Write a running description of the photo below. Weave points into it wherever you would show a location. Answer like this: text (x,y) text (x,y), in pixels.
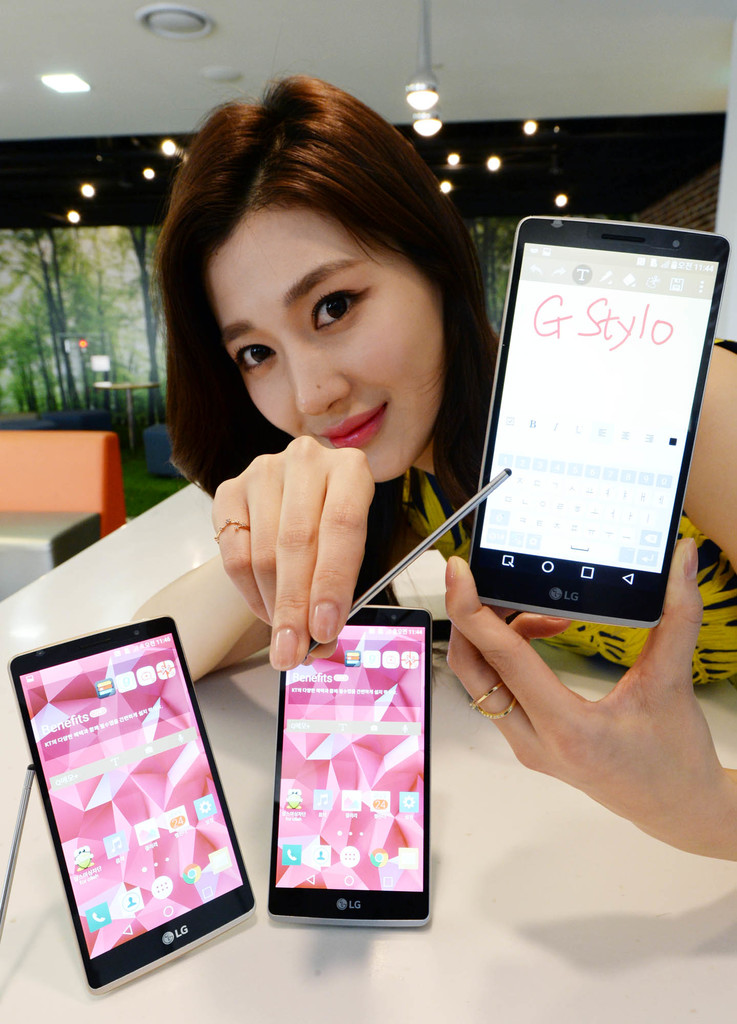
In this image there is a girl (273,321) who is showing the mobile screen (569,458) with one hand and holding the mobile phone (561,444) with another hand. At the top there are lights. On the left side (48,462) there is a sofa (63,465). In the background (55,313) there are trees (55,313).
